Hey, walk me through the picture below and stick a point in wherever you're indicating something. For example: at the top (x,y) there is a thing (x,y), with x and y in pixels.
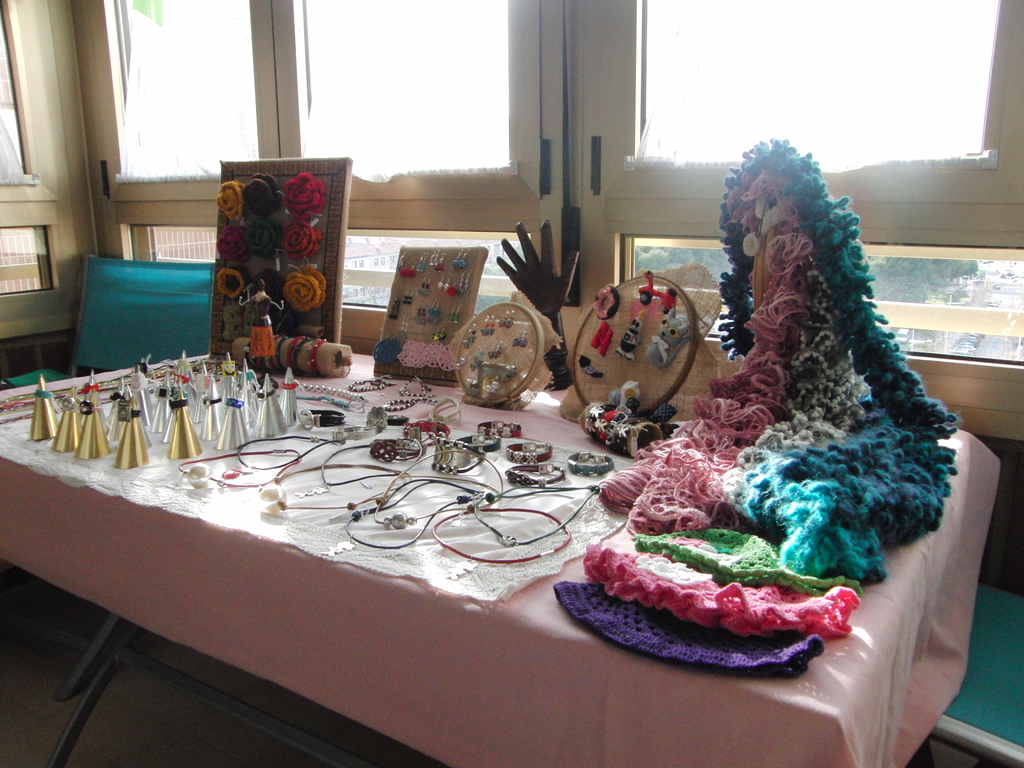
In this image we can see few accessories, woolen clothes (819,441) and few other objects (178,438) on the table (436,583) and there is a chair (126,312) beside the table (121,542) and in the background (451,213) there is a window (941,218) and through the glass (932,278) of the window (882,267) we can see trees (888,271) and buildings (372,262).
